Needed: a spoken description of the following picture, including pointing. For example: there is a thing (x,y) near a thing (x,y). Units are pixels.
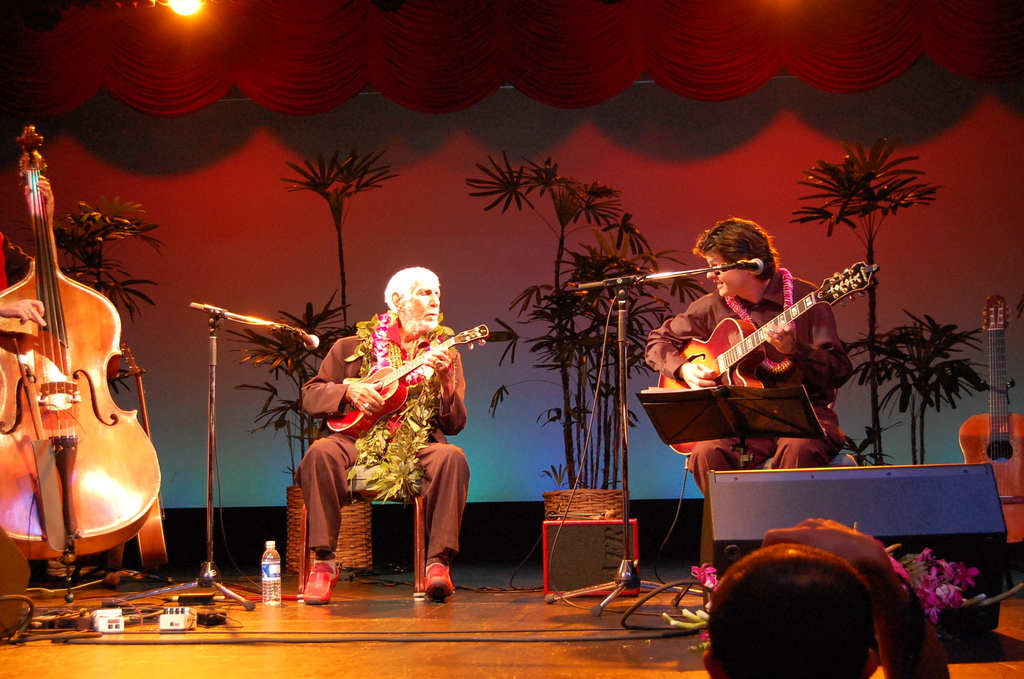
This musicians (812,326) are highlighted in this picture. The middle person (331,460) wore garland (383,332) and holding a guitar (353,412). In-front of this person (359,384) there is a mic (303,337) and mic holder (209,571). Far there are number of plants (850,193). Red curtain (311,77). In-front of this red curtain (434,63) there is a light (194,1). This person (798,324) is also holding a guitar (794,308). In-front of this person (755,310) there is a book (719,403) and mic (760,272). This are cables (678,582).
